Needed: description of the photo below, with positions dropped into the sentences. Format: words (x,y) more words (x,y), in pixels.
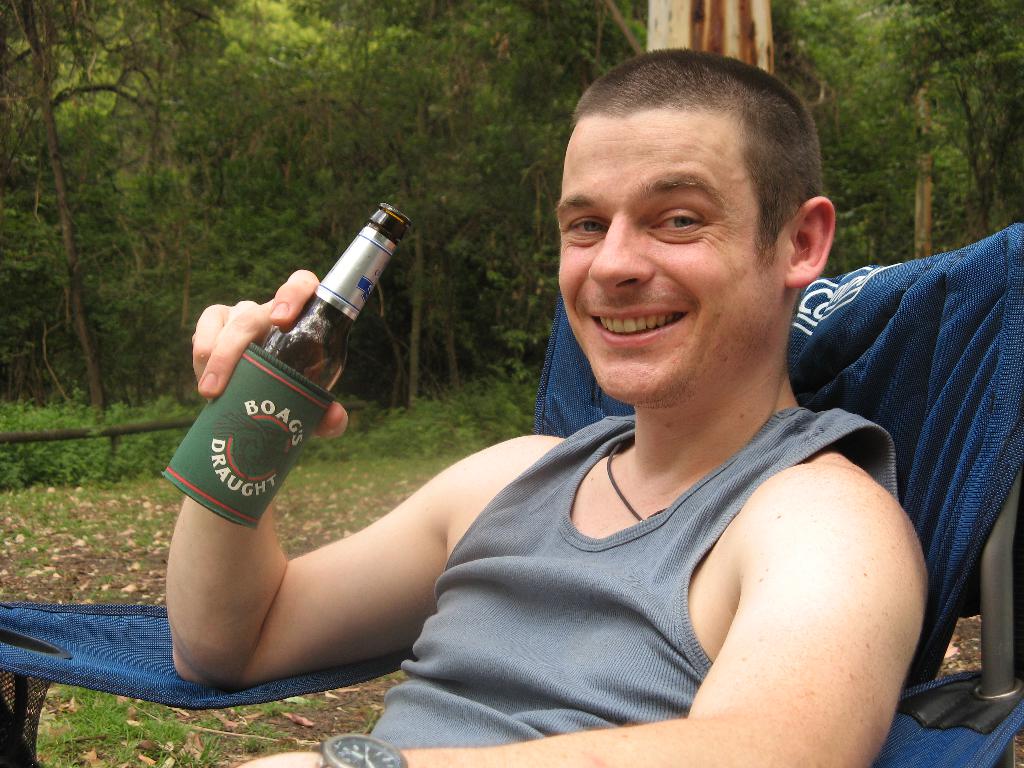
In this image we can see a person (599,656) sitting on the chair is holding a bottle (299,443) in his hands (324,433). In the background (313,81) we can see trees (313,81).
